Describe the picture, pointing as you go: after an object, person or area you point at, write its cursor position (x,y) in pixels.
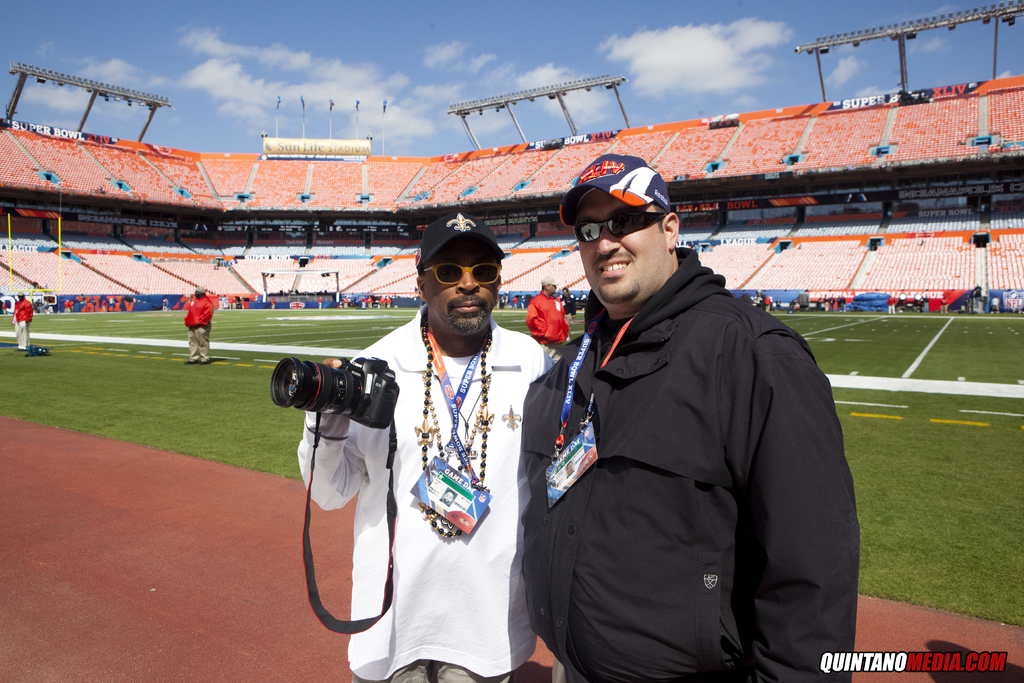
In this picture we can see two men (498,415) wearing sunglasses (616,234) and caps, standing in the front (340,393) and giving a pose to the camera. Behind we can see the football ground (168,362) and stadium seats (393,180). On the top (269,35) there is a sky (396,153) and clouds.
